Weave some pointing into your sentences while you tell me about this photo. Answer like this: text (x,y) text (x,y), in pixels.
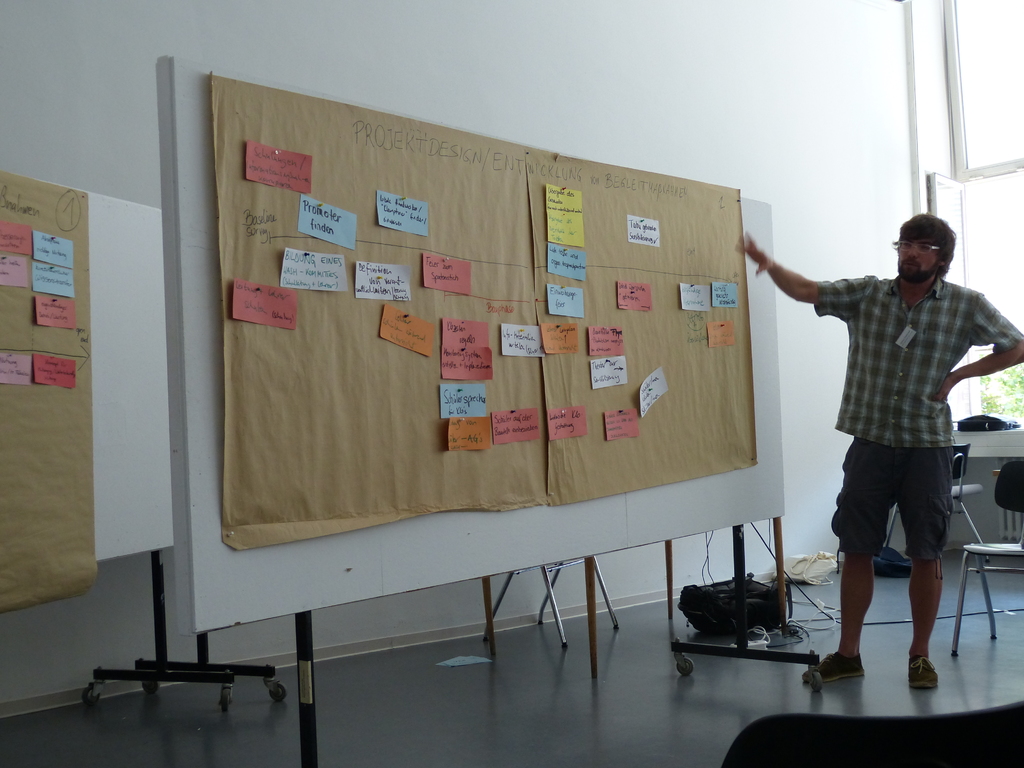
As we can see in the image there is a white color wall (735,47), window (971,96), chair (982,572), papers (595,319) and a person (909,320) standing over here.
